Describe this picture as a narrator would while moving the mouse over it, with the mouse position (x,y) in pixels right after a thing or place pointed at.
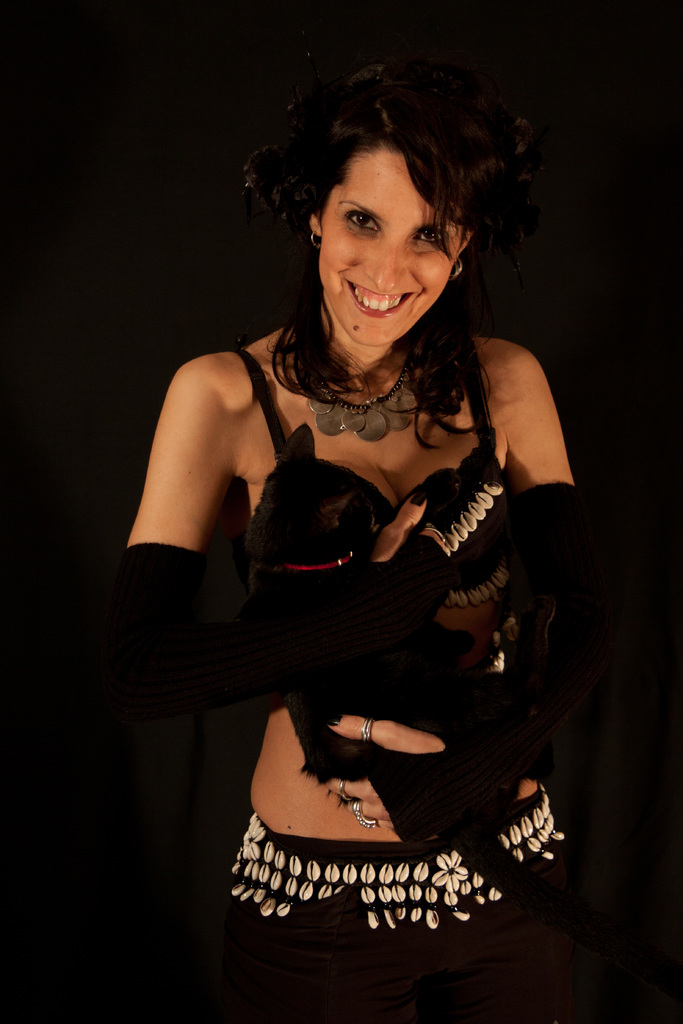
In the picture we can see a woman (365,906) standing and smiling, she is with black top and black gloves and behind her we can see dark.
